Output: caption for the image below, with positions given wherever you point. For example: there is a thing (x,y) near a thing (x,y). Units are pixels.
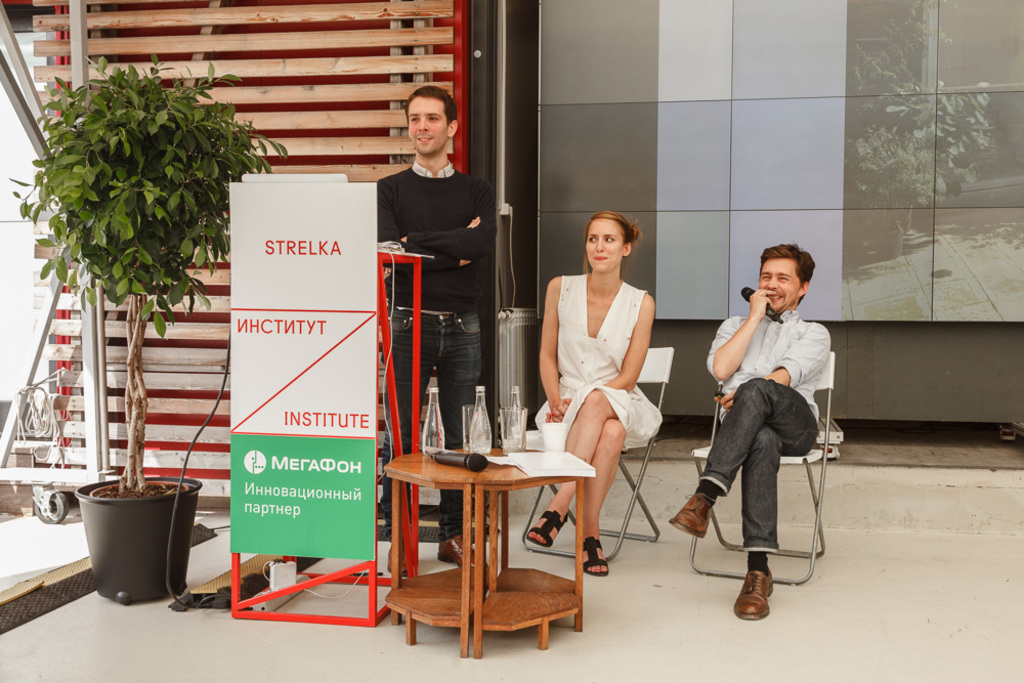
In the center (584,394) we can see three persons (752,378) among them one man (489,219) he is standing. And rest of the persons (624,322) were sitting. And all of them were smiling which we can see on their faces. In front of them there is a table (500,472), on table (500,468) we can see bottle (474,431), microphone (480,468) and book (514,459). Coming to the left side (178,242) we can see plant pot (166,165). Back of them we can see building (718,107) and glass (884,166).
